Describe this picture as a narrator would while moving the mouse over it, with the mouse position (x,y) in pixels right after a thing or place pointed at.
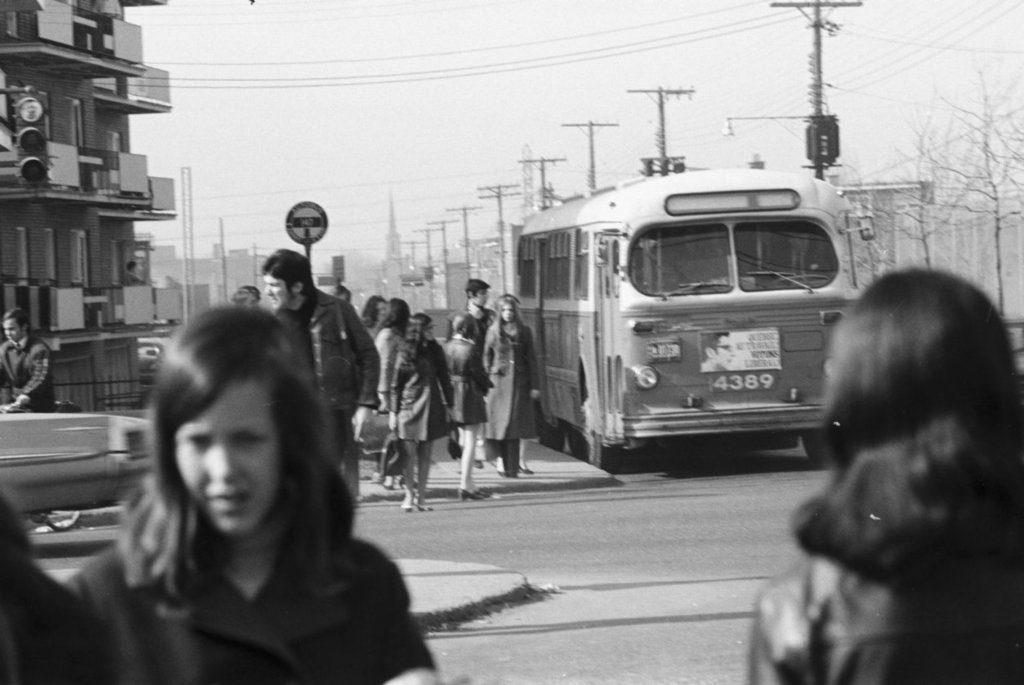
This black and white picture is clicked on the road (622,551). There are vehicles (659,428) moving on the roads (658,467). There are many people (416,355) walking on the walkway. Beside the road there are electric poles (543,177). In the background (68,291) there are buildings (239,255), trees (947,201) and towers (395,231). At the top (371,82) there is the sky (415,90).
